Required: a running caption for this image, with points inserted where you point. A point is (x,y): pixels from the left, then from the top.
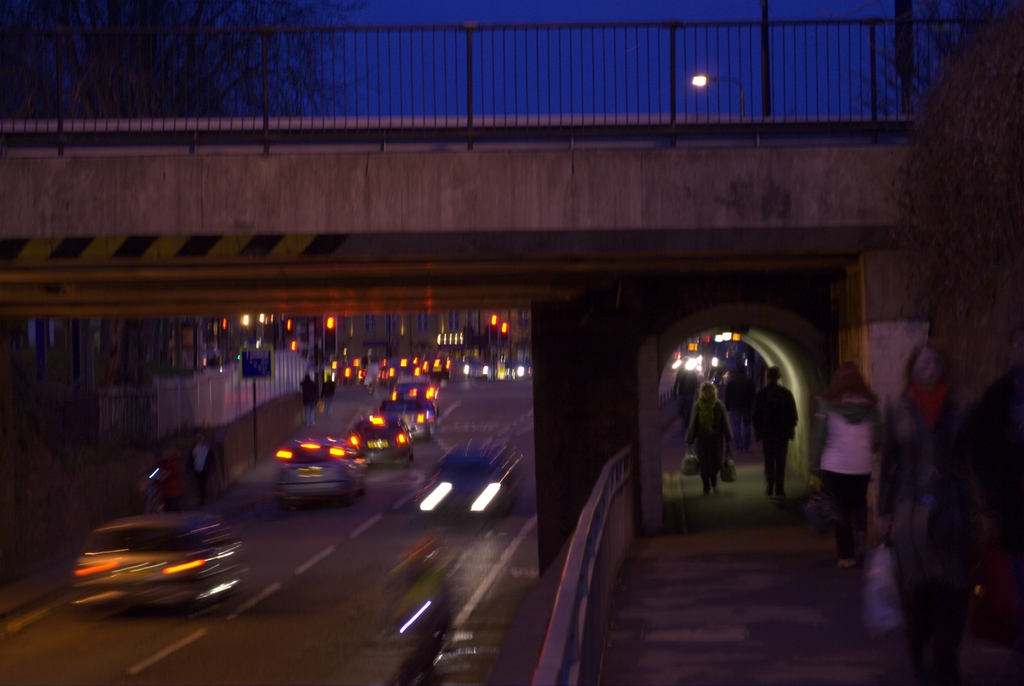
In the image we can see there are people (791,439) walking on the footpath (677,492) and there are cars (337,458) moving on the road (375,488). On the top (456,154) there is a bridge (371,195).
